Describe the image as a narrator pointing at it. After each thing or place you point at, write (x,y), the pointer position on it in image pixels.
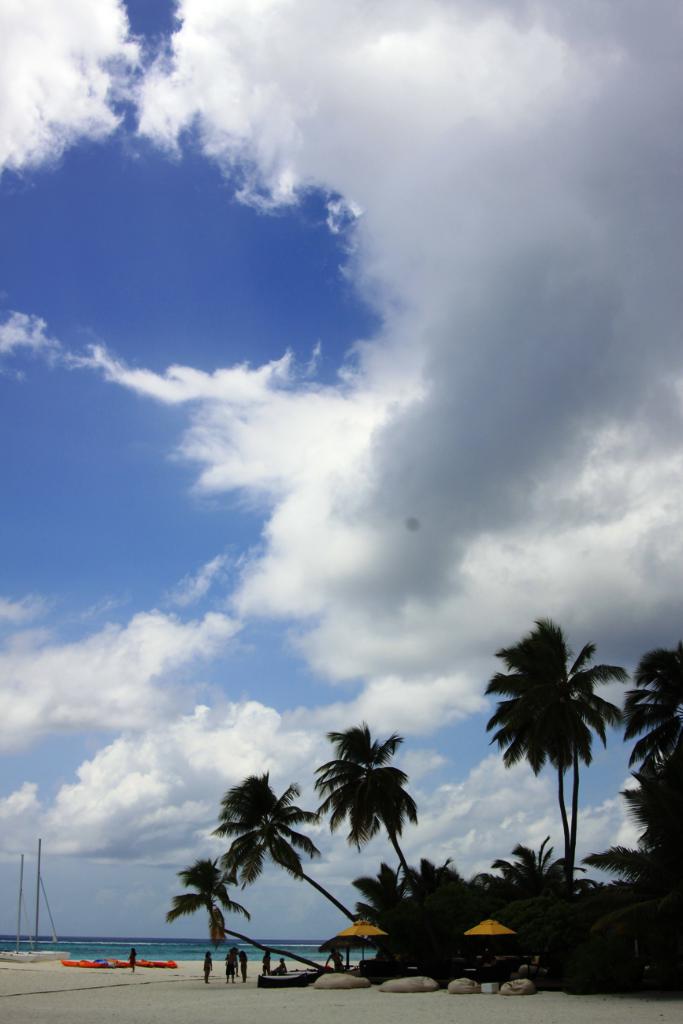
As we can see in the image there are trees (665,884), group of people (208,976), water (177,943), sky (170,434) and clouds (458,197).
